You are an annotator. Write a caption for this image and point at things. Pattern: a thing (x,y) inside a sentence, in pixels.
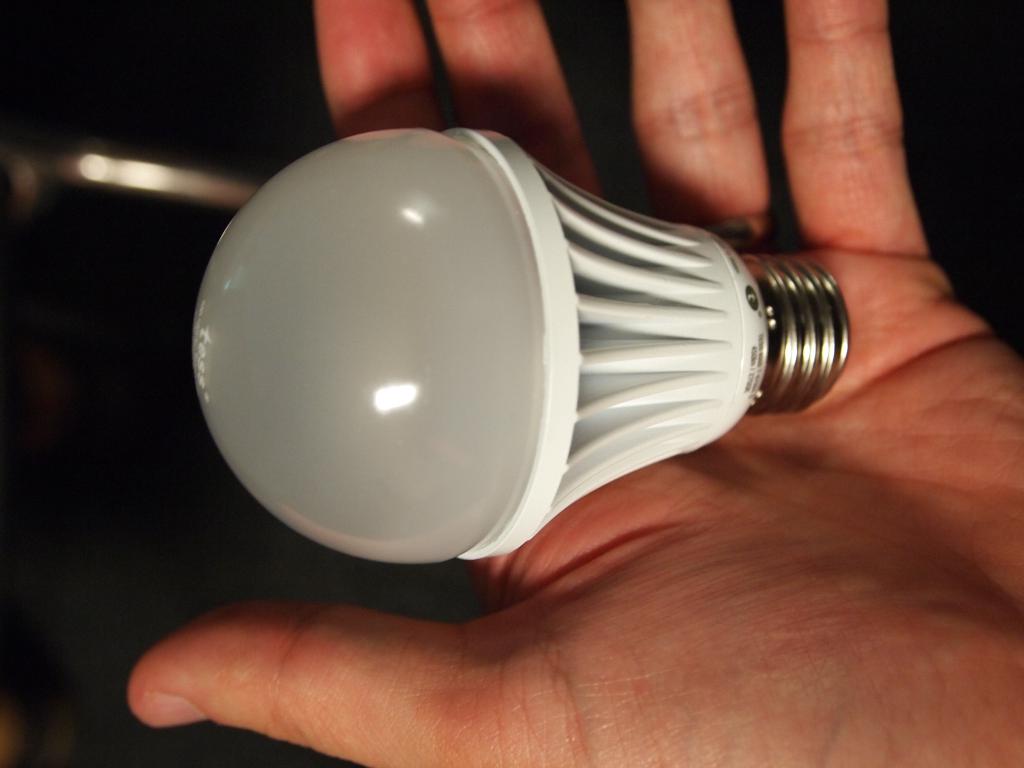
In this picture I can see there is a person (873,334) holding a bulb (583,288) and the backdrop (149,33) is dark.
